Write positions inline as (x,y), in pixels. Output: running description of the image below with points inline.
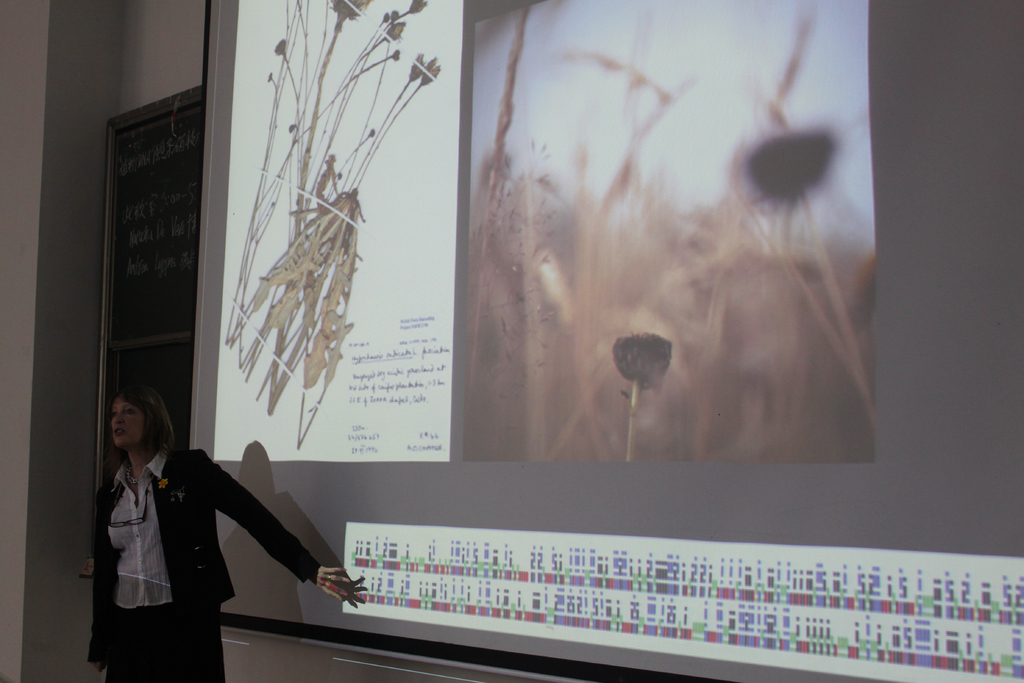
In this image on the left (204,490) there is a woman (152,532) standing and behind the woman (160,561) there is a screen (431,375).
